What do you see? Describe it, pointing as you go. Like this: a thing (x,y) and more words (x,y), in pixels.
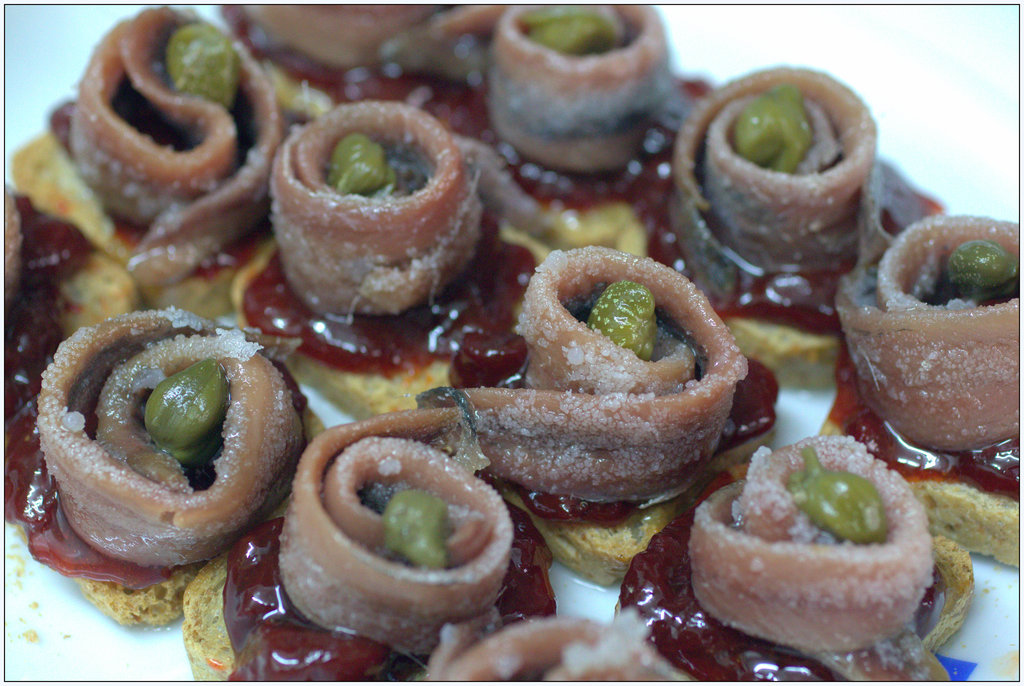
In this picture we can see some food item (501,345) is present on a plate (82,660).
